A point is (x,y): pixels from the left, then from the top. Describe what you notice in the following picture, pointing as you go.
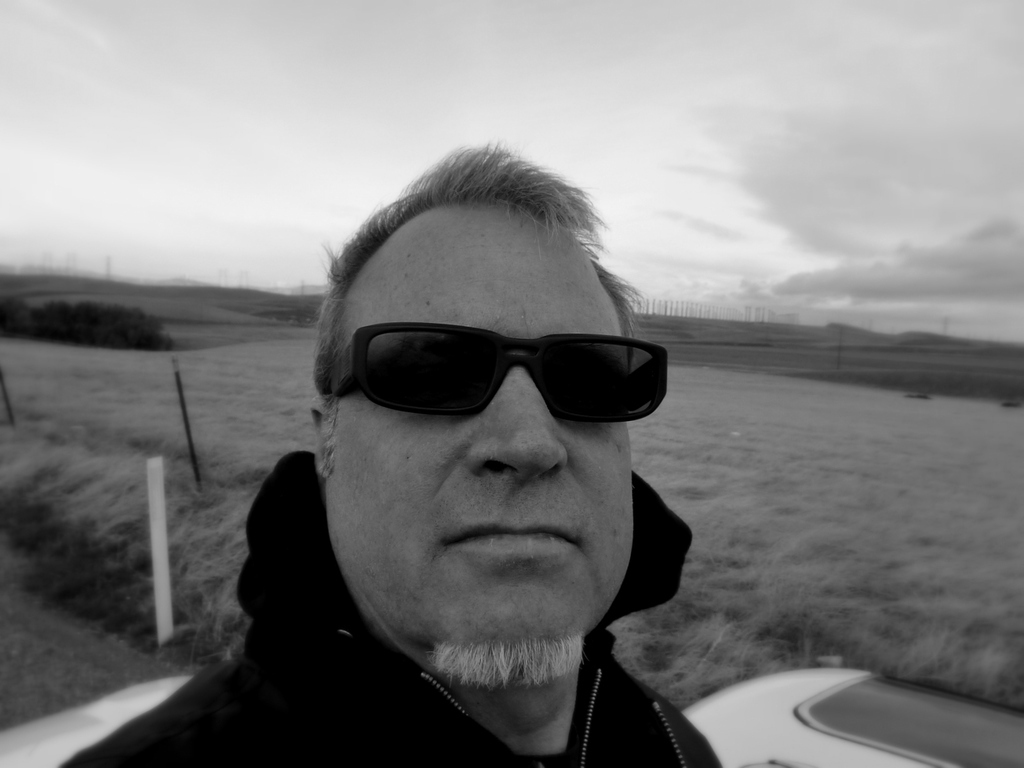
This is a black and white image and here we can see a person (535,520) wearing glasses (551,403). In the background (102,321), there are poles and plants (115,324). At the bottom (787,576), there is ground (821,519) covered with grass (791,554) and we can see white color objects (829,701). At the top (509,87), there is sky (560,84).
